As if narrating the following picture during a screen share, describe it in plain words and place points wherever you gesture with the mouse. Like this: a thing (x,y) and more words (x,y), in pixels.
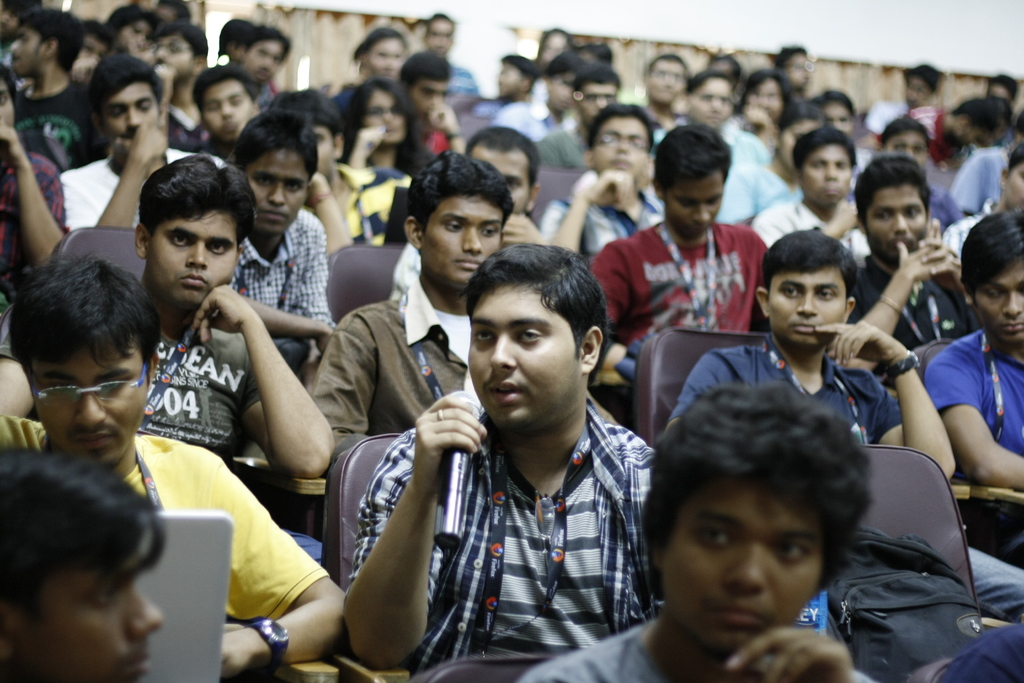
The picture might be taken in a conference hall (776,414). In this picture we can see people (551,156), chairs (883,526) and backpacks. In the foreground (474,378) we can see a person (486,462) holding mic (463,453). The background (170,41) is blurred.
